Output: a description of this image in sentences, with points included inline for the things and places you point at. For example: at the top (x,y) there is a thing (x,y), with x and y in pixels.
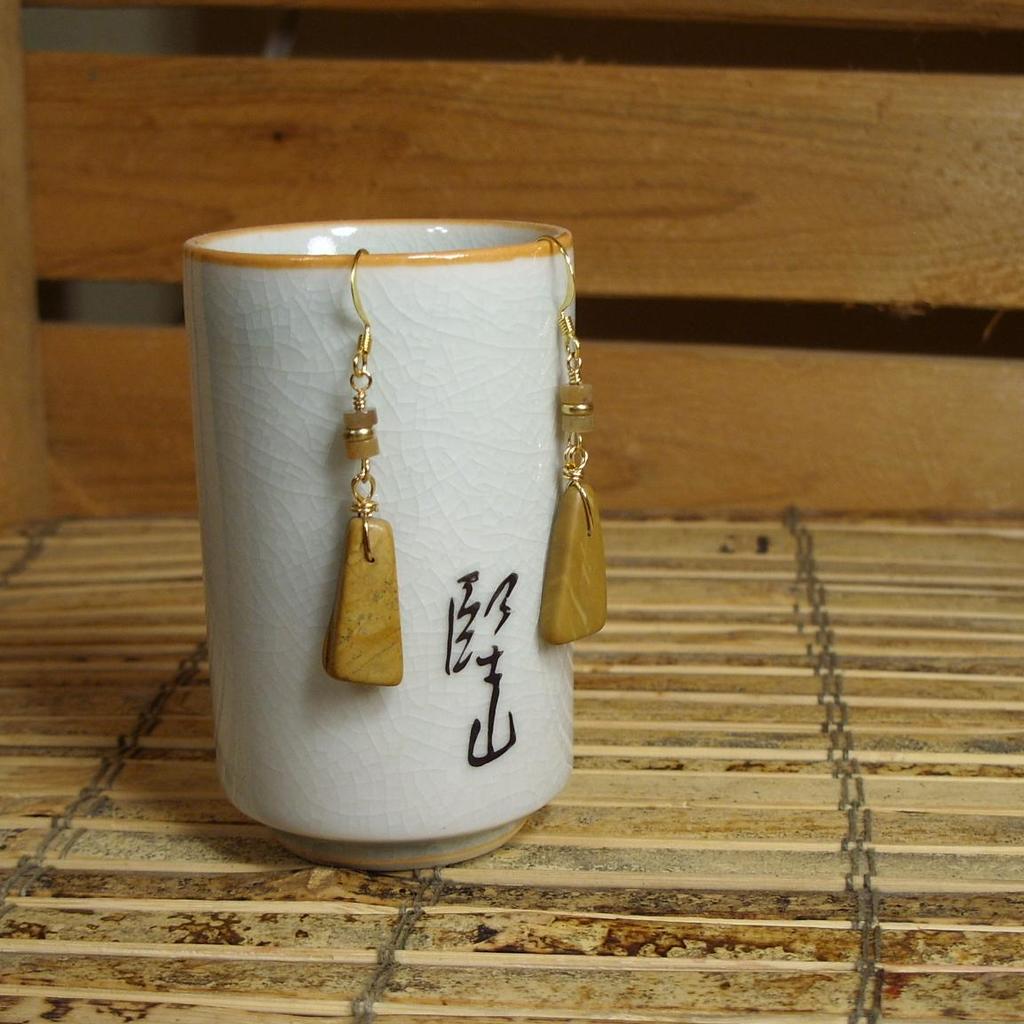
In this picture we can see a cup (310,265) on a wooden surface (134,711) with earrings (391,648) on it and in the background (195,140) we can see wooden planks (645,244).
